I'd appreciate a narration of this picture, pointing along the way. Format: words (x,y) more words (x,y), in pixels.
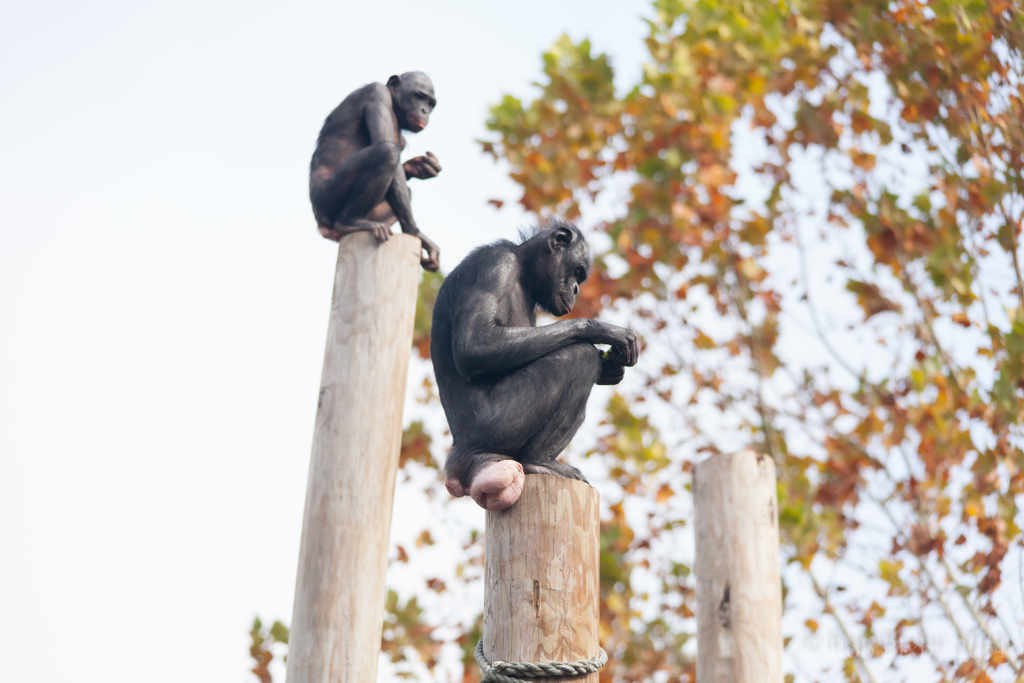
In this image we can see two monkeys (464,317) are sitting on the wooden poles (511,519) and there is a rope (553,673) tied to one of the pole (556,549). In the background (663,516) there is a wooden pole (753,553), tree (672,13) and sky (24,183).
